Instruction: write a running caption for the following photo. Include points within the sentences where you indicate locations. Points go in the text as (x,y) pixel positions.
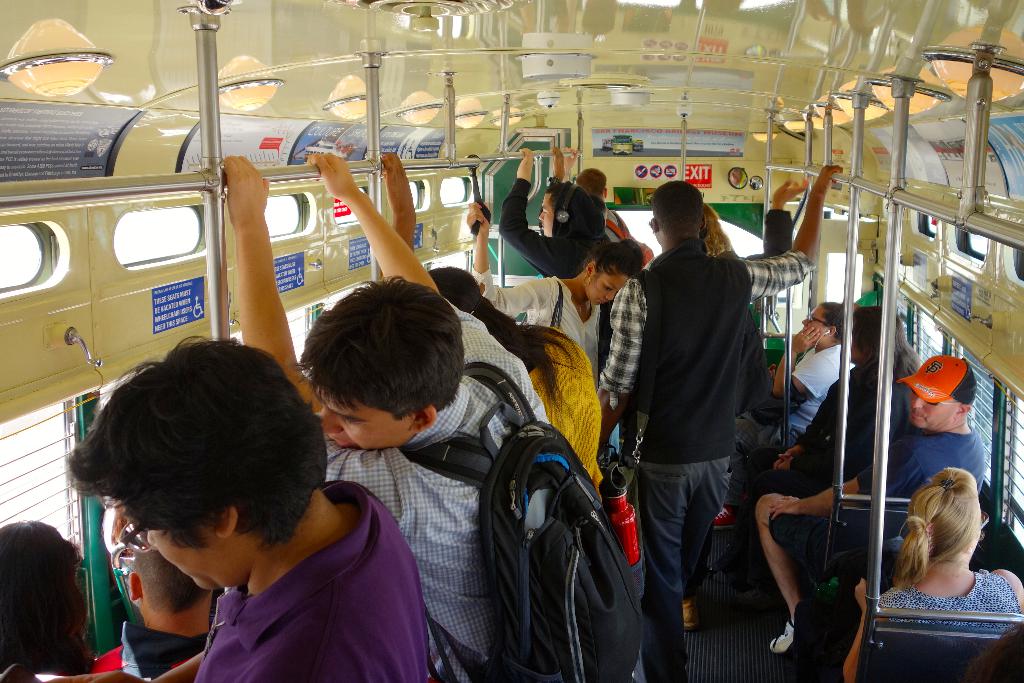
In this image there are a few people (547,365) standing and sitting in inside the bus (292,260), there is some text (195,288) on the poster (195,306) which is attached to the bus (464,47). At the top of the image (31,38) there are few lights (497,106) and there are few poles (878,505). On the right (1016,438) and left side of the bus (832,279) there are windows (301,346).
